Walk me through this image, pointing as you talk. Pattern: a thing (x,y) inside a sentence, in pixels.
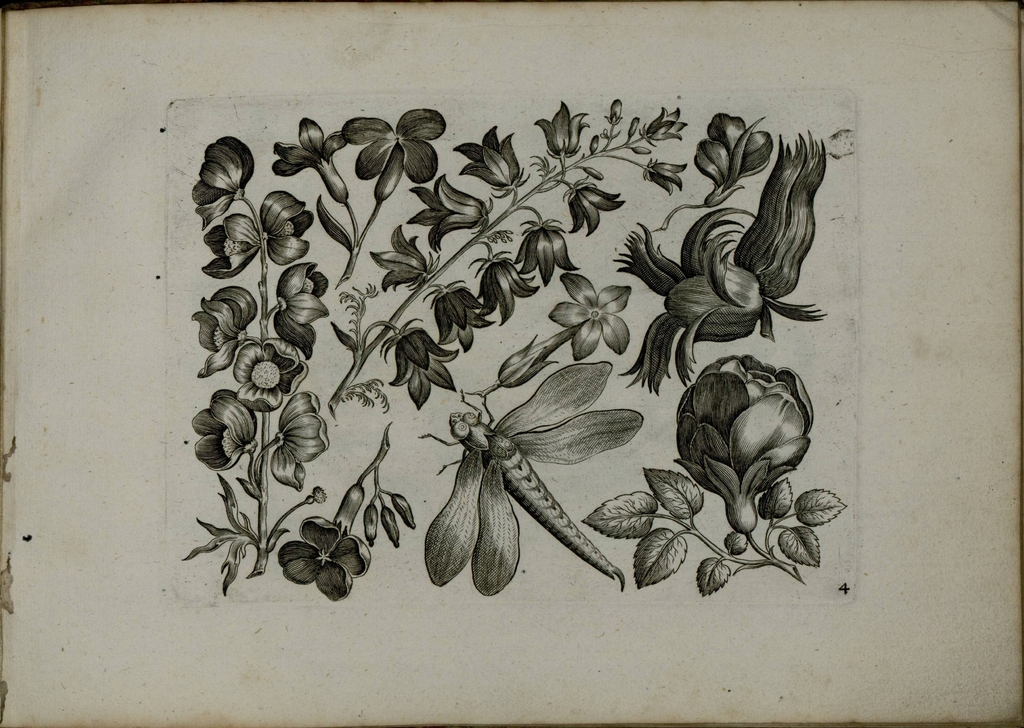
In this image we can see a drawing (438,540) of a plant branches (367,331), flowers (504,284) and an insect (587,437) on the paper (655,397).
